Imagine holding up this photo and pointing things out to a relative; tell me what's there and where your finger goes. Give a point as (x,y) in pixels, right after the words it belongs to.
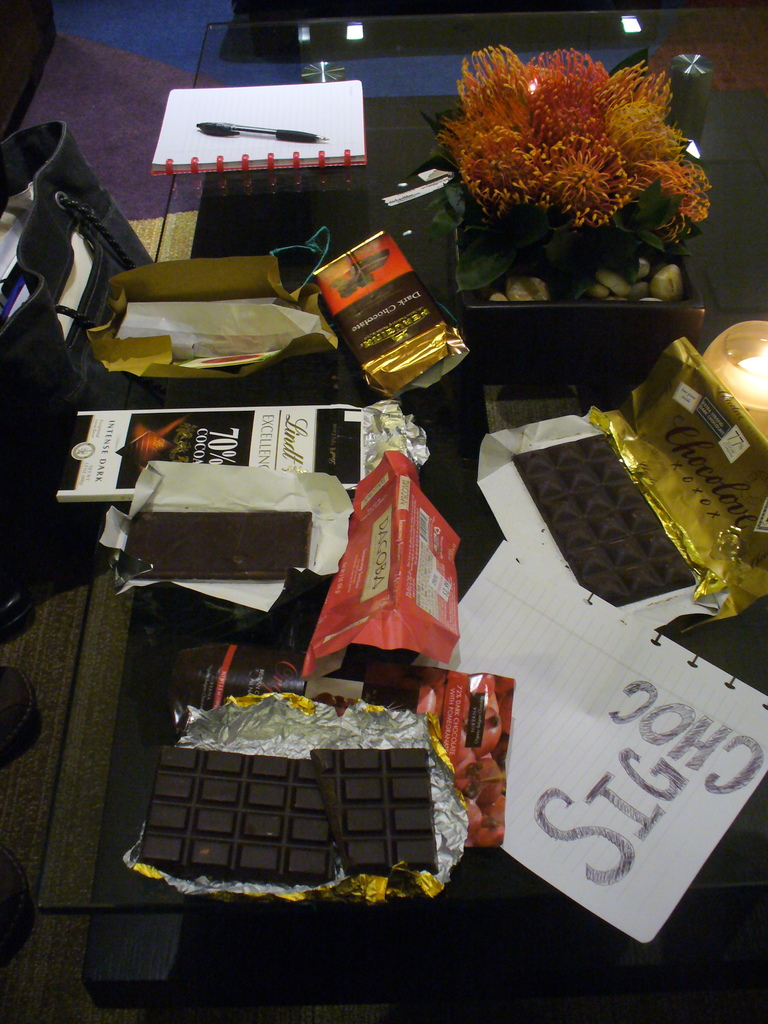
There are chocolates (374,798), papers (697,693) and a flower pot (556,339) is present on the surface of a glass (184,194) as we can see in the middle of this image (269,382). There is a bag (38,310) on the left side of this image (30,346).
